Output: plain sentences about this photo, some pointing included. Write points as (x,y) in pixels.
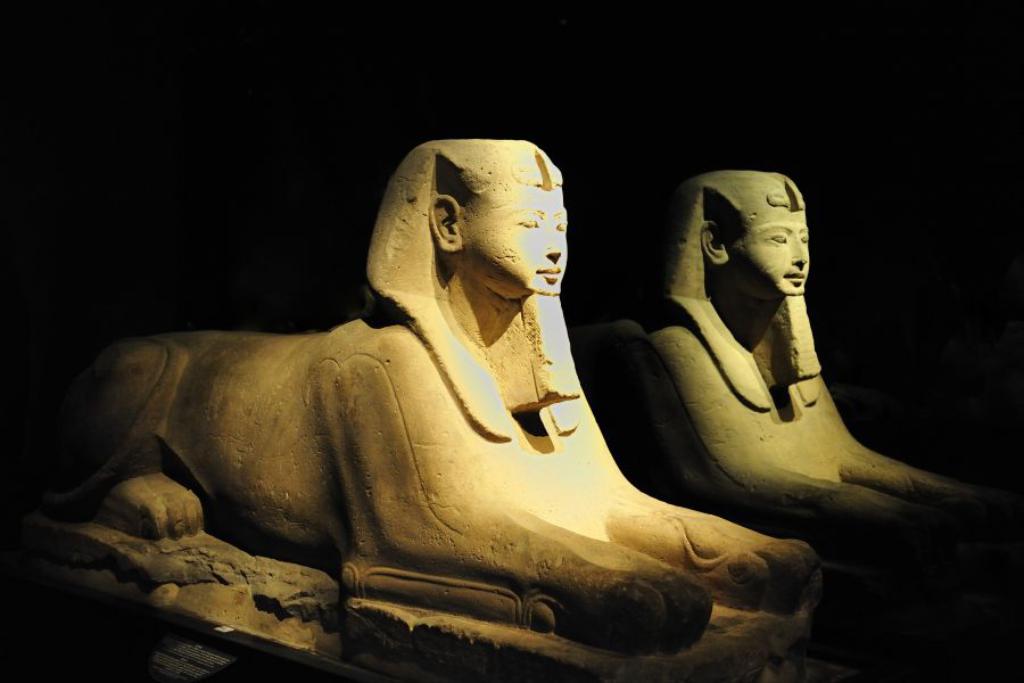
In this image we can see statues (515,482). There is a dark background (275,155).
